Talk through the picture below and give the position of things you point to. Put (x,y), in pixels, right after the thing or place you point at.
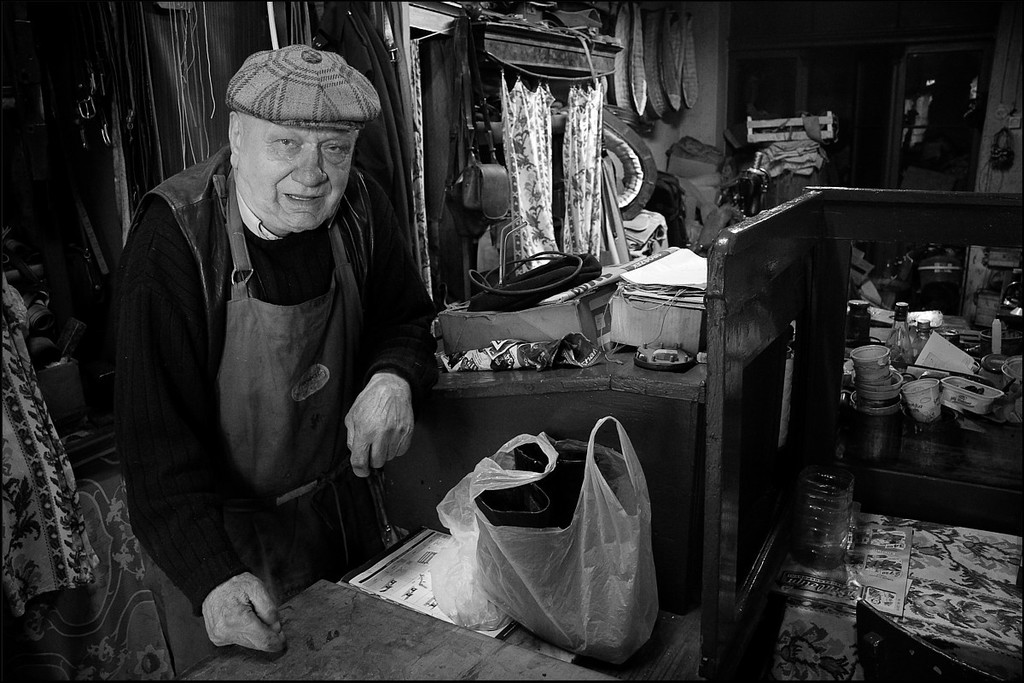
In this picture we can see a man (349,385) in front of him we can find a plastic cover paper (531,564) on the table (469,574), and also we can find couple of cups (863,377), bottles (856,334), curtains (527,217), boxes (584,320) in the background (566,307).
